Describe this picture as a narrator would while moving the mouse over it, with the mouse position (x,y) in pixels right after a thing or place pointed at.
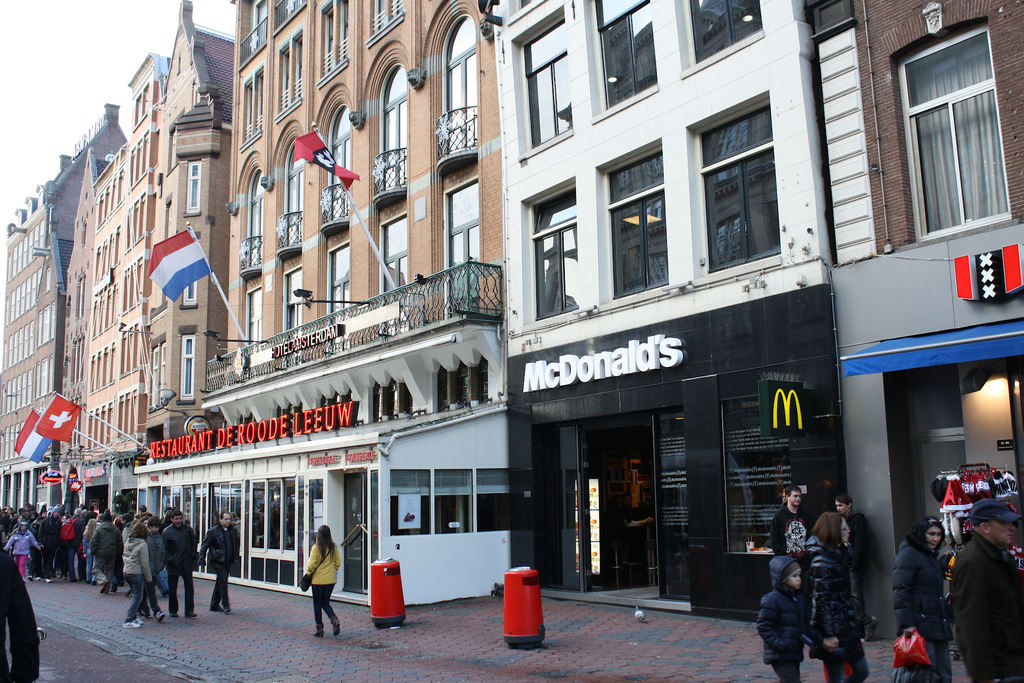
In this image there are people (152,584) walking on a footpath (403,625) and there are dustbins (520,629), in the background (277,180) there are buildings (430,111), for that buildings (405,266) there are windows (392,144), flags (31,436) and there is some text (300,424).
